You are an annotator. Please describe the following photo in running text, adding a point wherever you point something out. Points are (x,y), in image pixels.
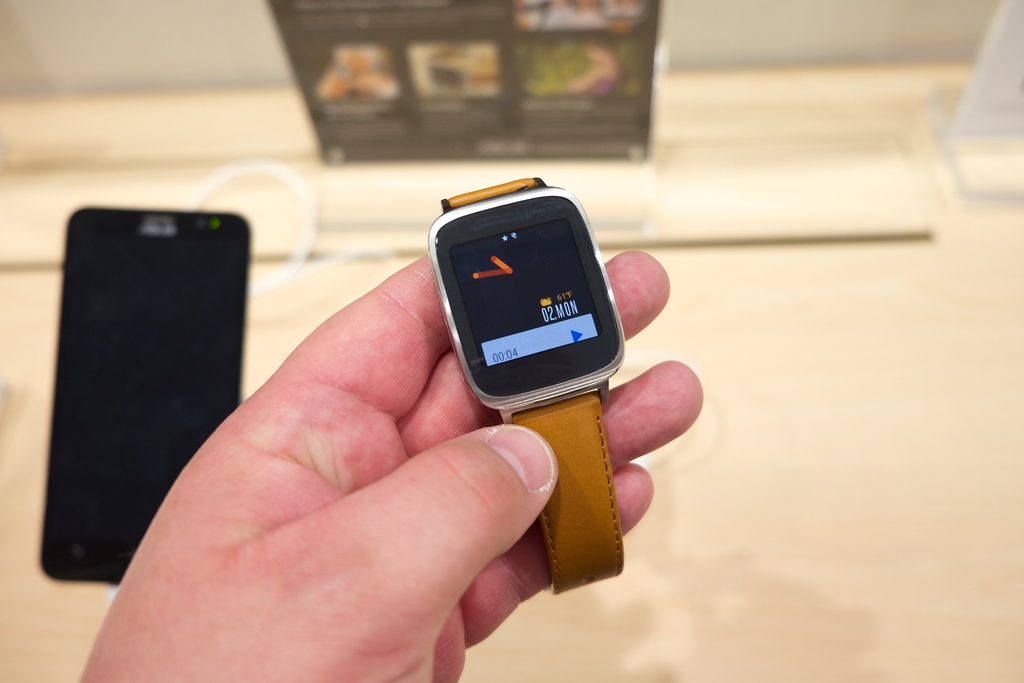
In this picture I can see a person's hand (344,610), who is holding a smart watch (461,325) and I see the screen (504,271) on which there are numbers (559,295) and few alphabets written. In the background (6,389) I can see the brown color surface (716,197) on which I can see a mobile phone (152,348) and I see a black color board (404,100) and I see a white color thing (280,173).
